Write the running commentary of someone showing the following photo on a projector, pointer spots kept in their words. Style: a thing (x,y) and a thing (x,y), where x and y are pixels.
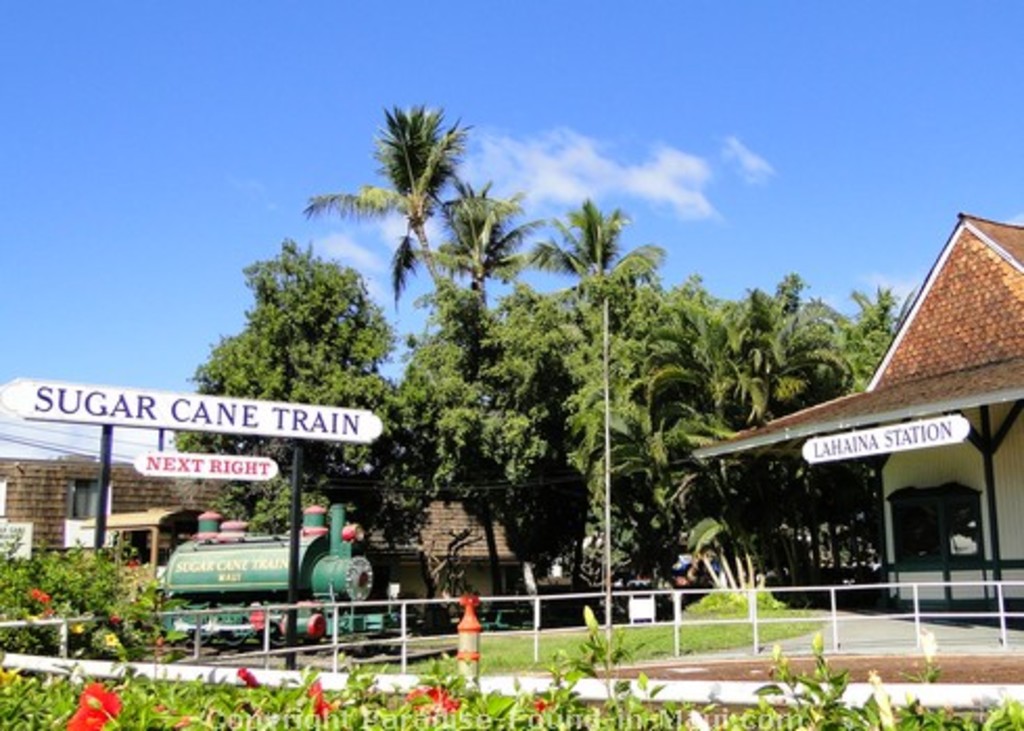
In this picture there is a white color board (156,409) on the two black color poles (104,455). We can observe white color railing (404,629) here. There are some plants (403,705) and we can observe a green color rail engine (241,579) here. In the right side (949,466) there is a house (971,455). In the background (563,395) there are trees (559,358) and a sky (399,98).
